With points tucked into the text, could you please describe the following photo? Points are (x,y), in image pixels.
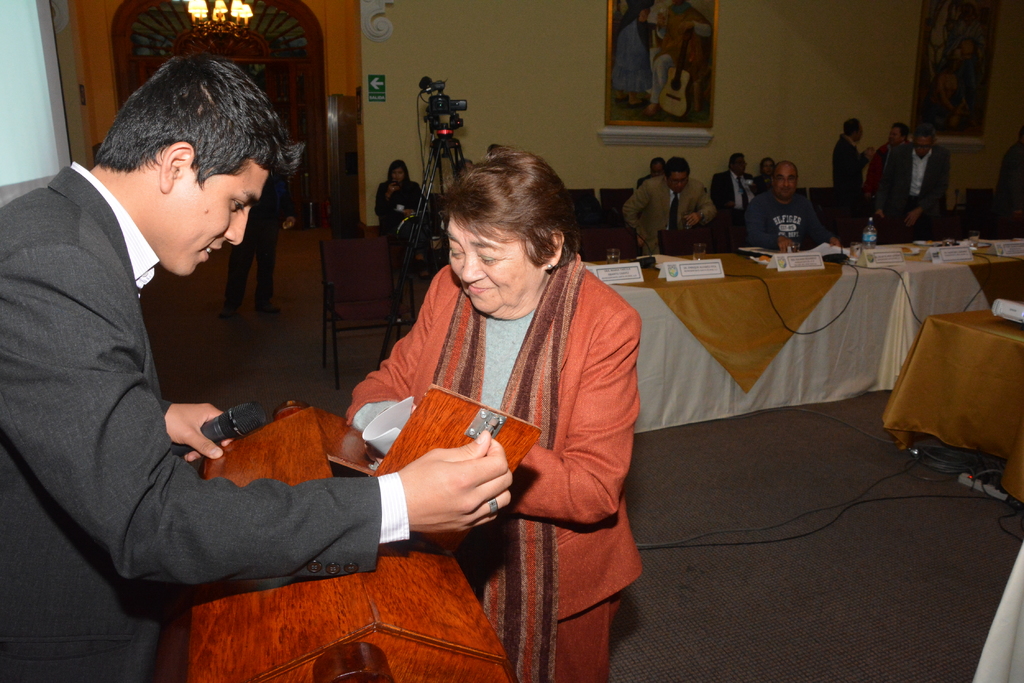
Few persons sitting on the chairs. Few persons (517,234) standing. This person (79,428) holding box (297,445) and microphone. This is floor (757,561). We can see table (877,289) on the table (792,282) we can see name boards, bottle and things (858,242). On the background (823,66) we can see wall (768,89), frames (701,80).
